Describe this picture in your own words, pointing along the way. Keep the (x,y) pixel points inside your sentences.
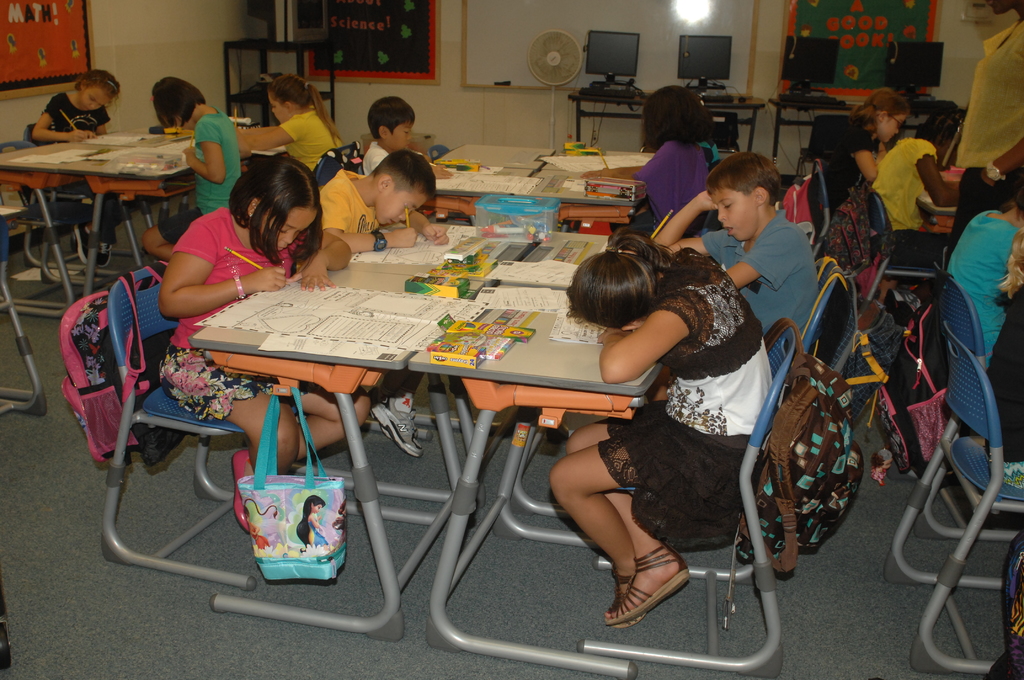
Inside the room (664,326) there are many kids (257,226) sitting on the chair (752,466). And in front of them there are some tables (540,340). On the table (542,360) there are papers (361,323), boxes (467,329), pencils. They are drawing something on their paper (302,318). Into the right side (930,68) there are some monitors (796,78) on the table (758,98). And in the middle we can see a table fan (560,61). In the left side (17,33) there is a poster (53,43) on the wall (106,61). There are some school bags (92,391).
